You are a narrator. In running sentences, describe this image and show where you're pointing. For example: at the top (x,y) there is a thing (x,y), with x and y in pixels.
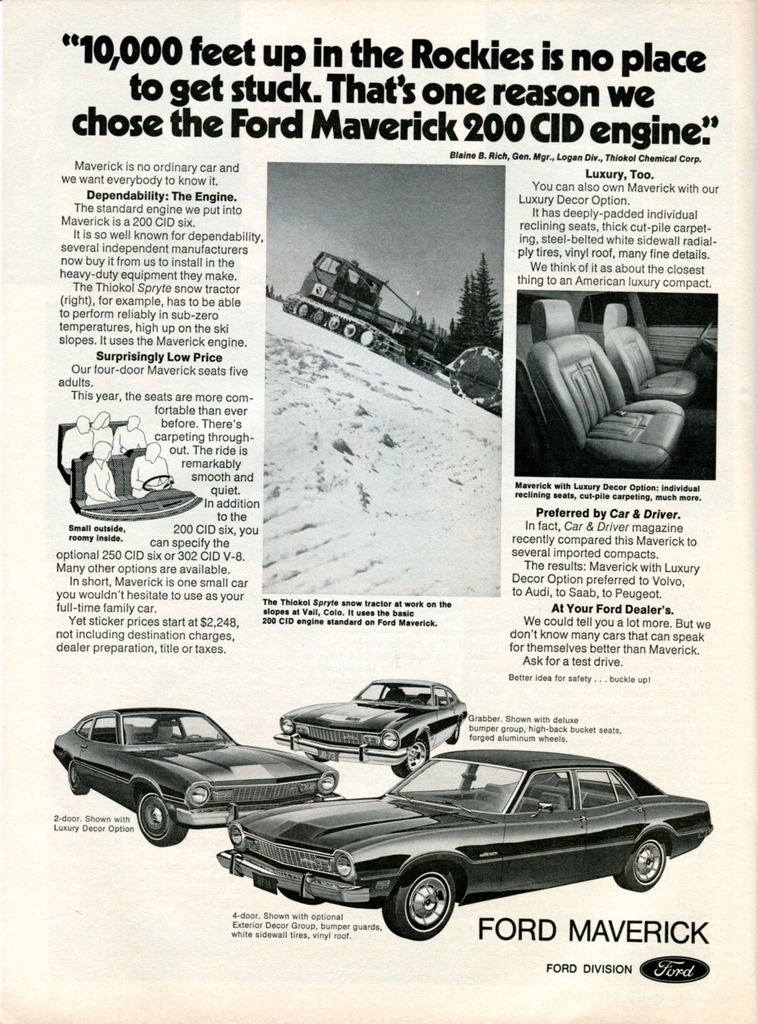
In this image we can see some black and white pictures (430,801) of the cars (409,834). We can also see the seats (620,409), a vehicle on the snow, the logo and some text (511,740) on this image.
